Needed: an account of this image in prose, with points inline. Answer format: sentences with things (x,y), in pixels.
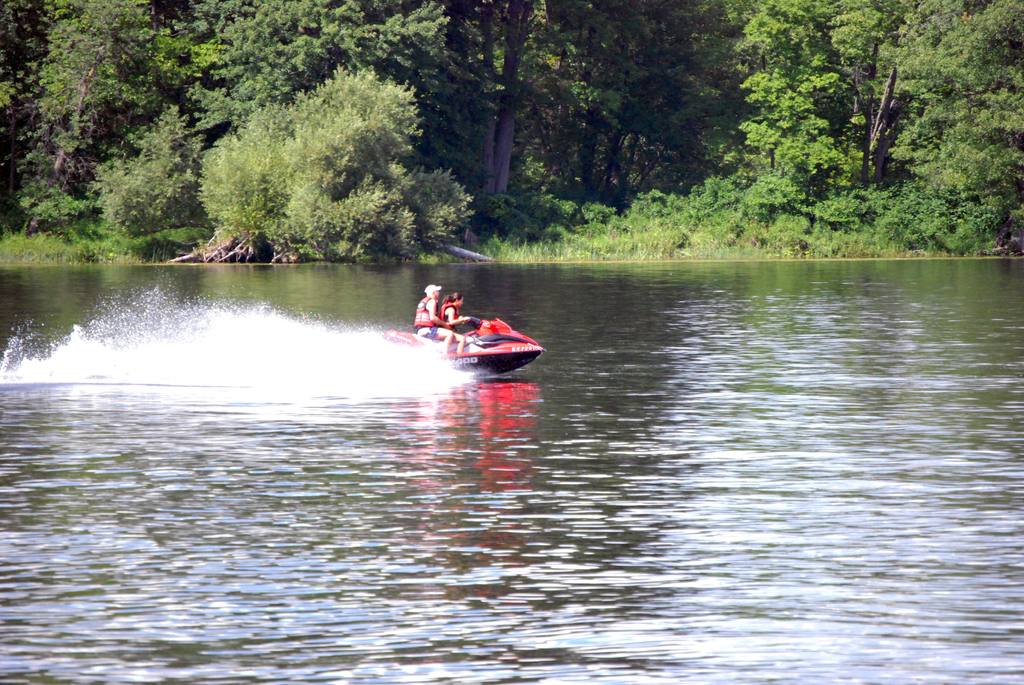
In this image we can see these two persons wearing life jackets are sitting on the water bike (472,353) which is floating on the water (501,653). In the background (692,120), we can see the trees (539,32).
